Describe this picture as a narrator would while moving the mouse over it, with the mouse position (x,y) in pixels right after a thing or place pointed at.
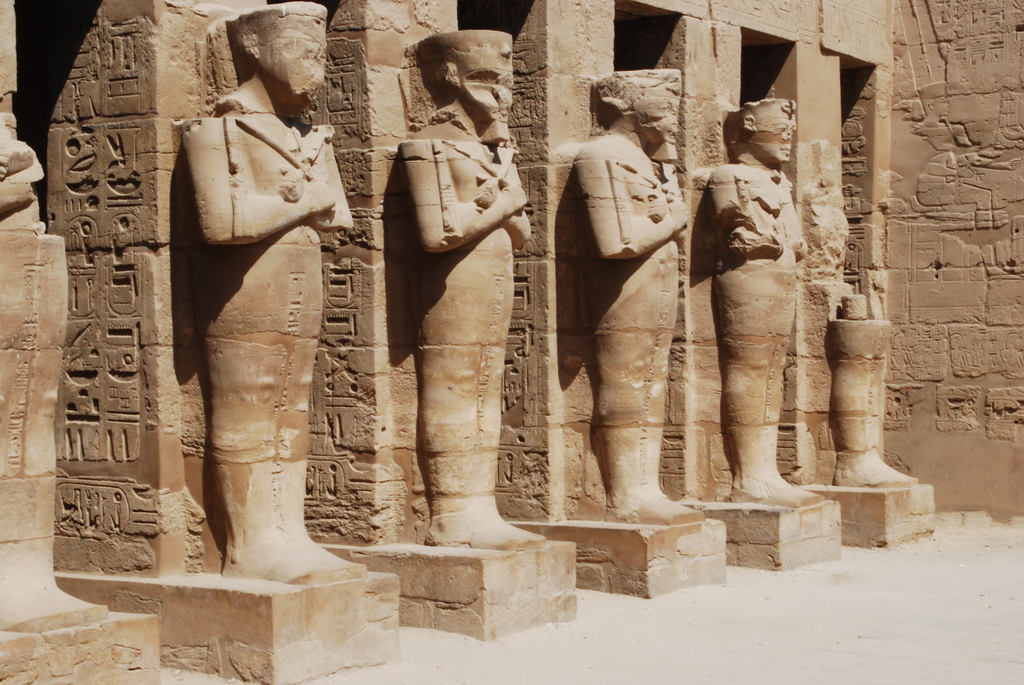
There are pillars (735,81). On the pillars (693,178) there are sculptures (723,298). In the background (901,280) there is wall (937,147).
